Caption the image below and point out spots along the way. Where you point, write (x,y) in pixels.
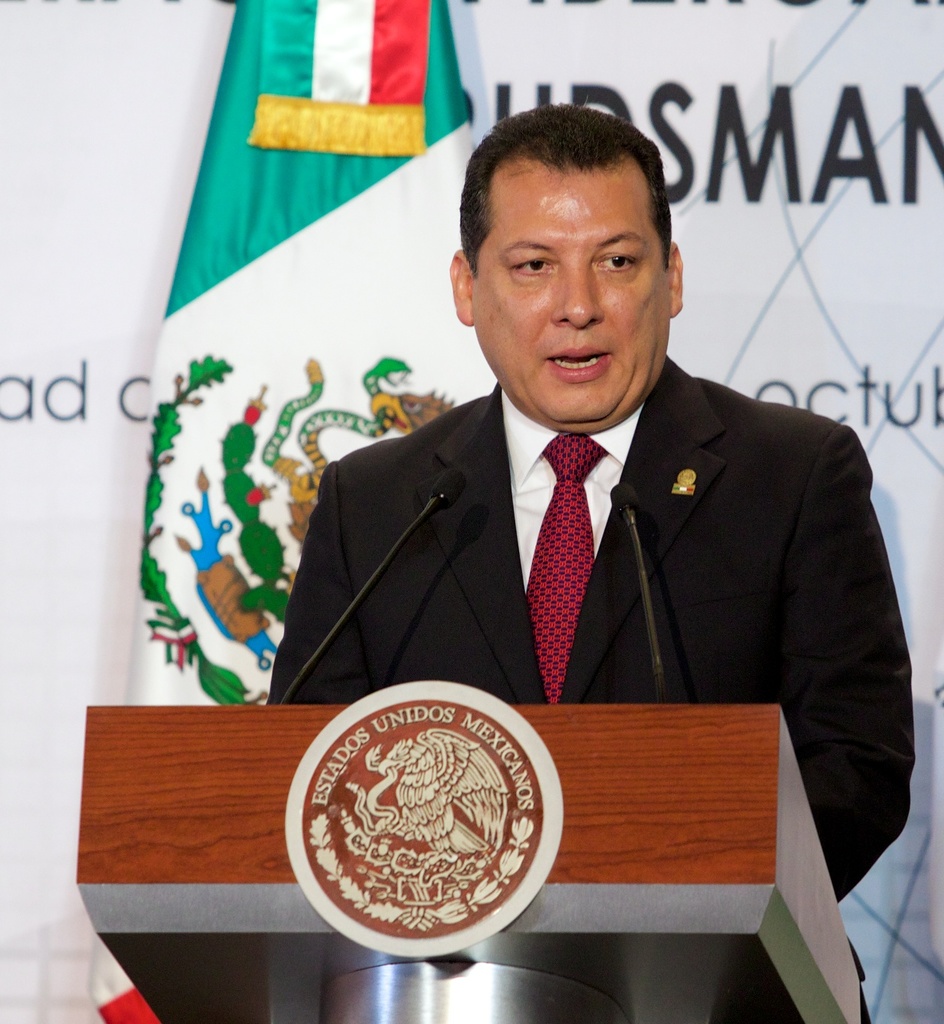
This is the man (785,563) standing and speaking. I think this is a podium (218,884) with two mikes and a logo (451,767) attached to it. This looks like a flag (288,572) hanging. In the background (764,143), I think this is a hoarding (530,79) with the letters (836,132) on it.
